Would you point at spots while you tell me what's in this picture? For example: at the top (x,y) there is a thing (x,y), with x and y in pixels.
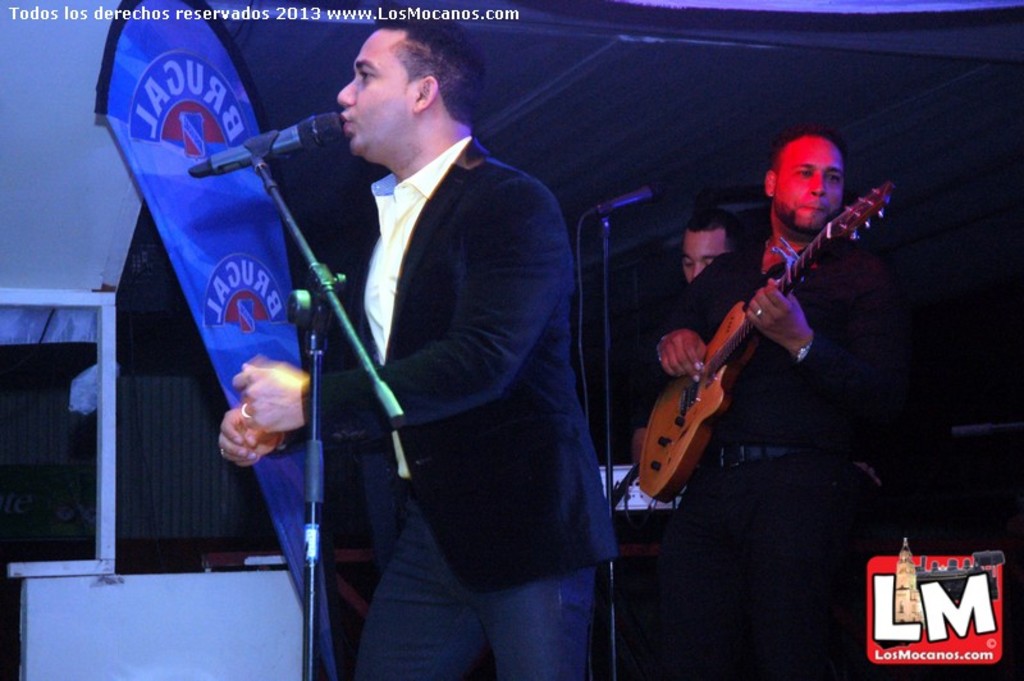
Person (743,367) playing guitar (748,336), another person (468,455) speaking on microphone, here there is shed (666,96), this is building (902,579).
